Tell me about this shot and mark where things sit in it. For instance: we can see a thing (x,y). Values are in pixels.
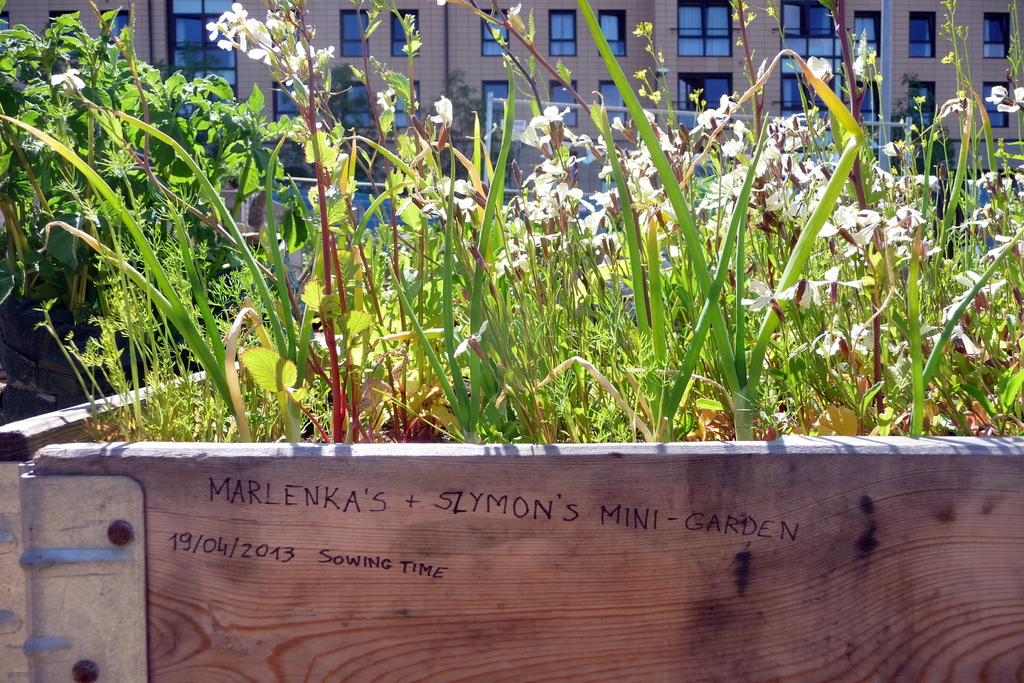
In the center of the image (400,375) we can see the plants (316,233) and flowers (537,193). At the bottom of the image (585,648) we can see a board (821,536) and text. At the top of the image (462,16) we can see the buildings (355,17) and windows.
